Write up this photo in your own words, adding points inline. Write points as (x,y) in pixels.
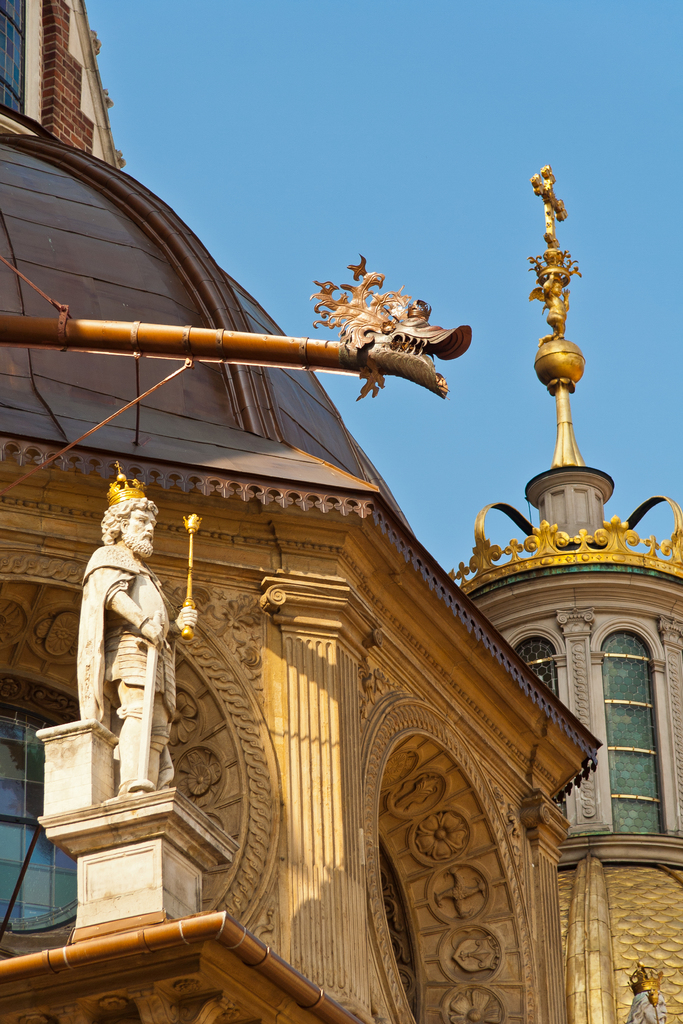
As we can see in the image there are buildings (592,708), windows (651,732), statue (157,714) and sky (365,170).
